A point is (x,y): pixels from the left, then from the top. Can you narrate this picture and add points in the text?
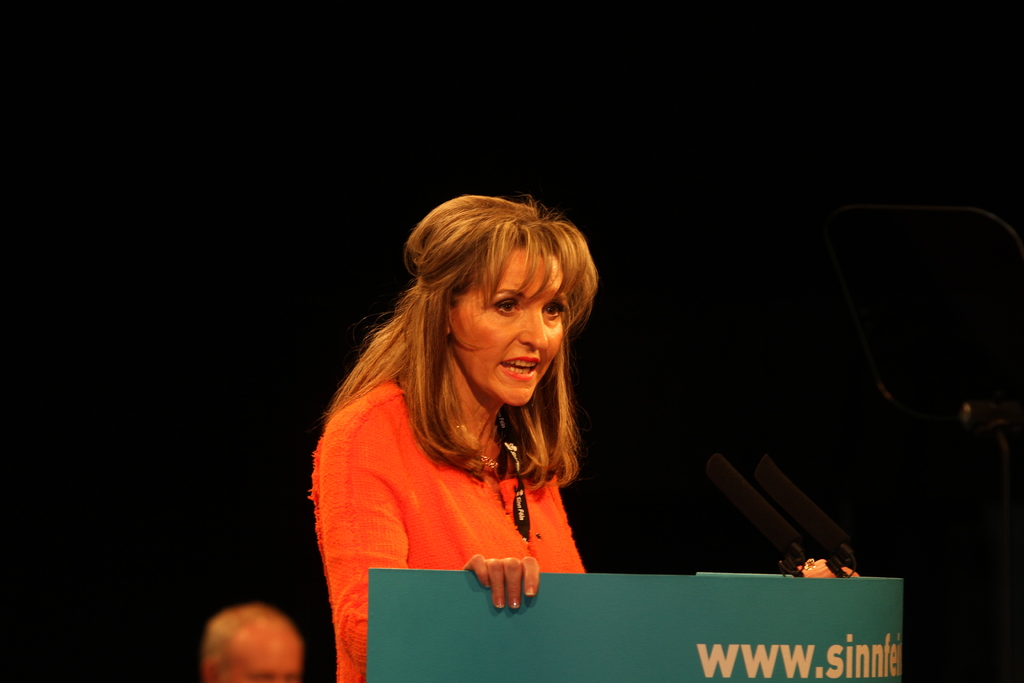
In the foreground (470,348) I can see two persons (473,547) in front of a table (731,630) and mike's (796,573). The background (696,557) is dark in color. This image is taken may be on the stage (596,396).
